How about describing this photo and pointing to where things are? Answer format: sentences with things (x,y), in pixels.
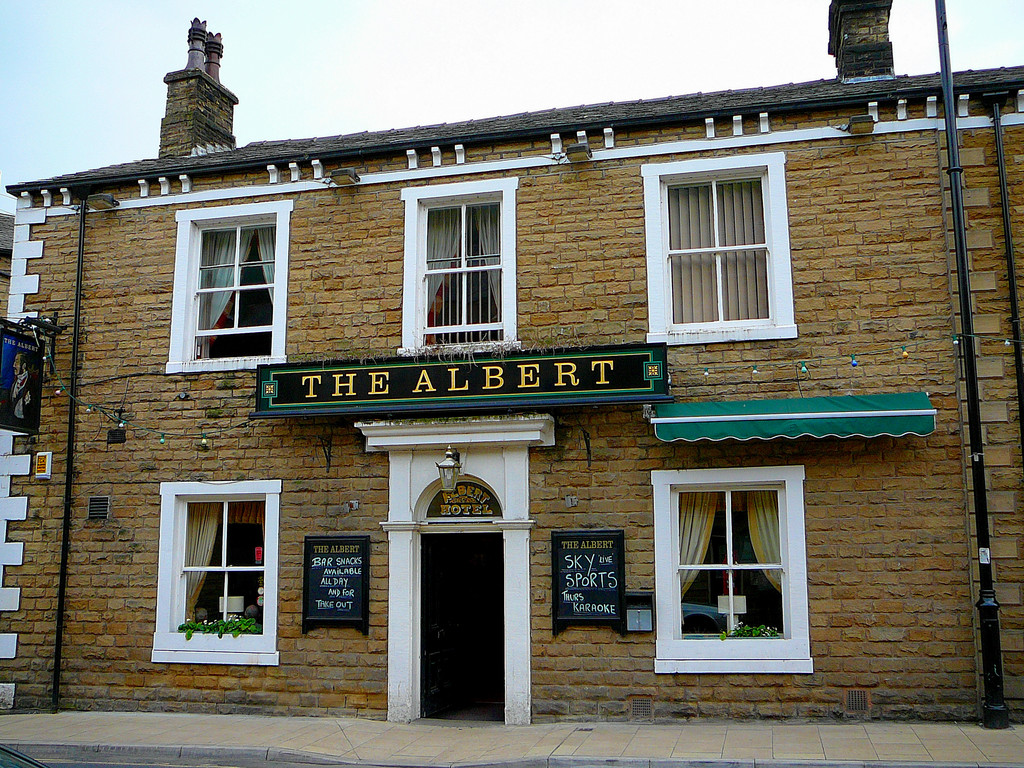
In the center of the image (522,453) we can see building (630,487). On the building (523,246) we can see windows (483,246), curtains (233,258), light (454,473) and door (428,638). In the background (451,98) there is sky (413,110).
